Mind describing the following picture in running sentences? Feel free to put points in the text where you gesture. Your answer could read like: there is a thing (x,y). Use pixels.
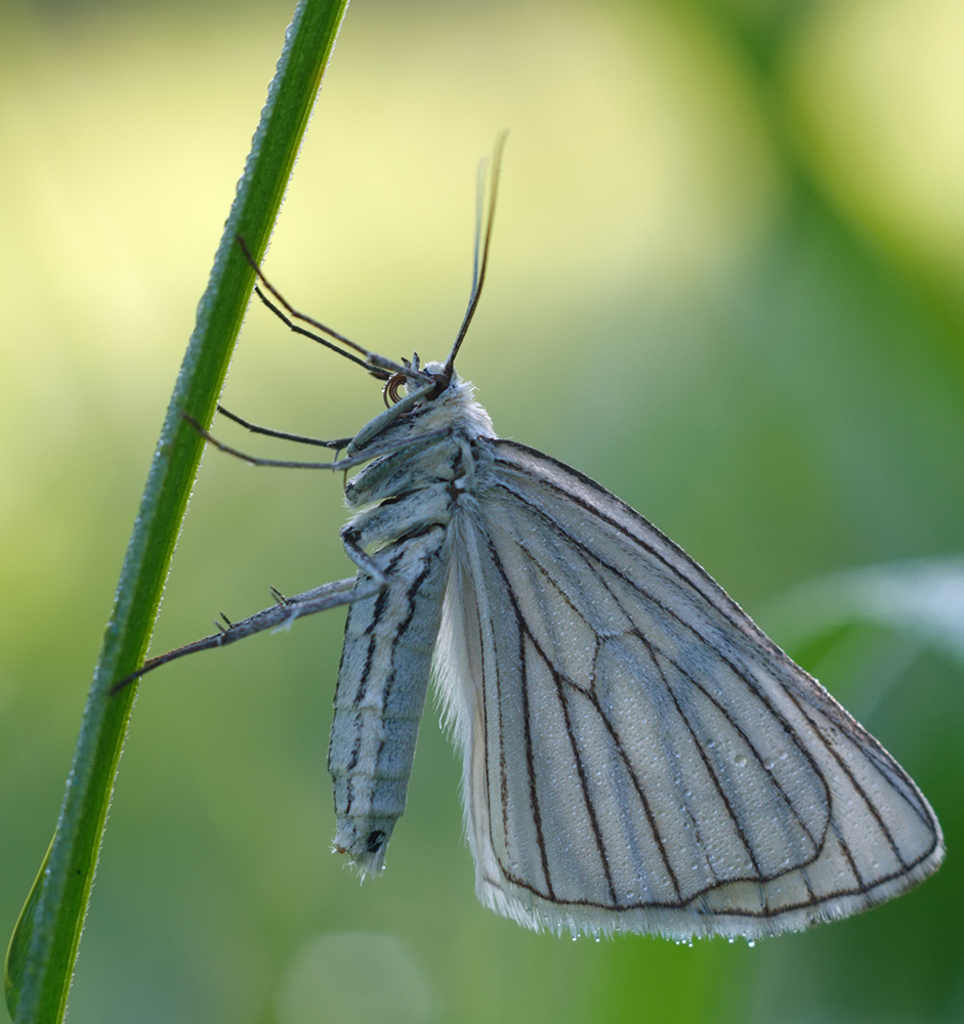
In the image we can see there is a butterfly (431,591) standing on the plant's stem (179,410).
